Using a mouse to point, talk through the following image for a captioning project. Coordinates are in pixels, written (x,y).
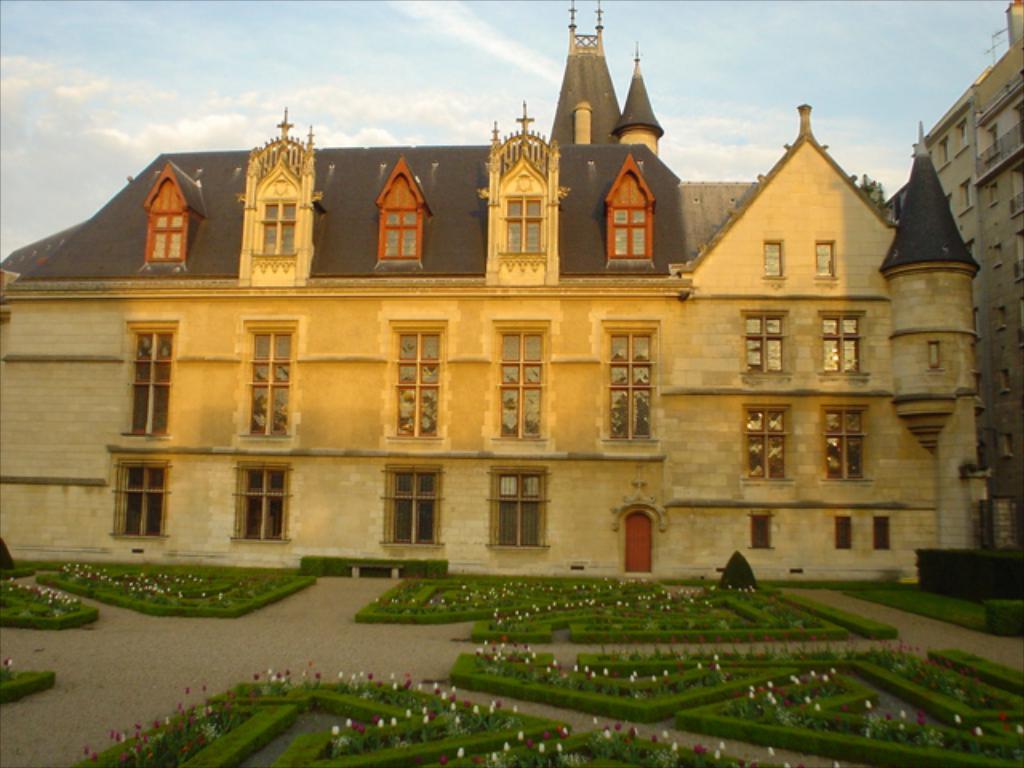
In this image, I can see a building (353,375) with the windows (436,387) and a door (632,560). At the bottom of the image (391,751), I can see the bushes (206,726) with the flowers (646,609). This is a bench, which is in front of a building (379,554). On the right corner of the image (992,286), I can see another building (1000,228). At the top of the building (481,370), these are the clouds (444,119) in the sky (532,6).
